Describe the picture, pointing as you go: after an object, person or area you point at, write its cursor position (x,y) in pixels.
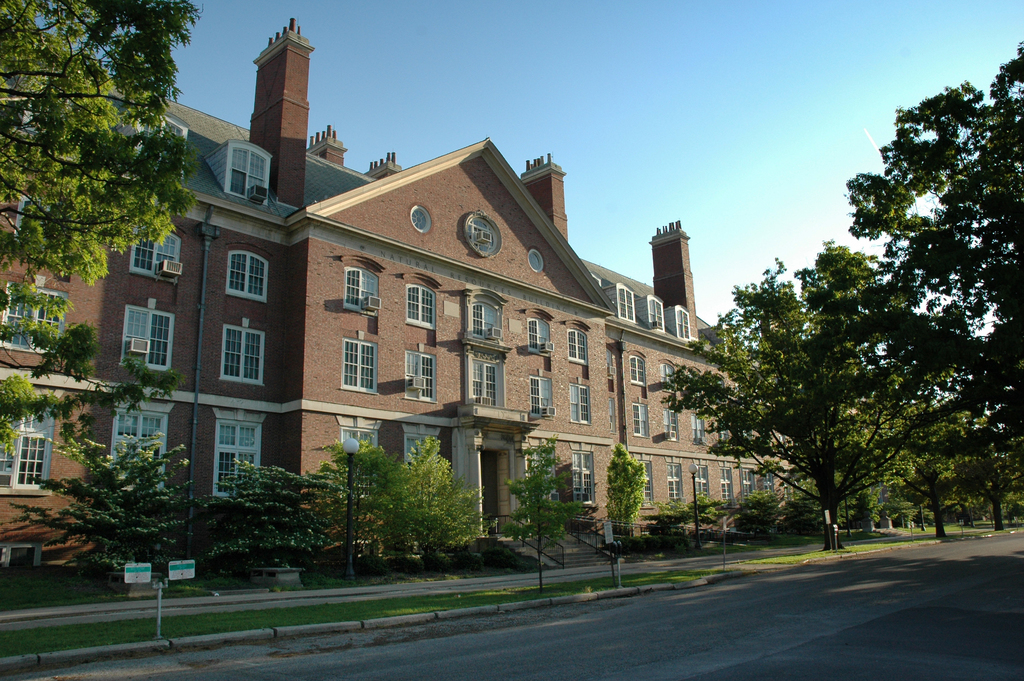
In this picture, we can see a building (417,324) with doors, windows (153,328), and we can see some trees (57,134), plants (356,522), grass (64,579), and we can see the road (852,583), poles (159,621), light poles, and we can see the sky (839,183).
